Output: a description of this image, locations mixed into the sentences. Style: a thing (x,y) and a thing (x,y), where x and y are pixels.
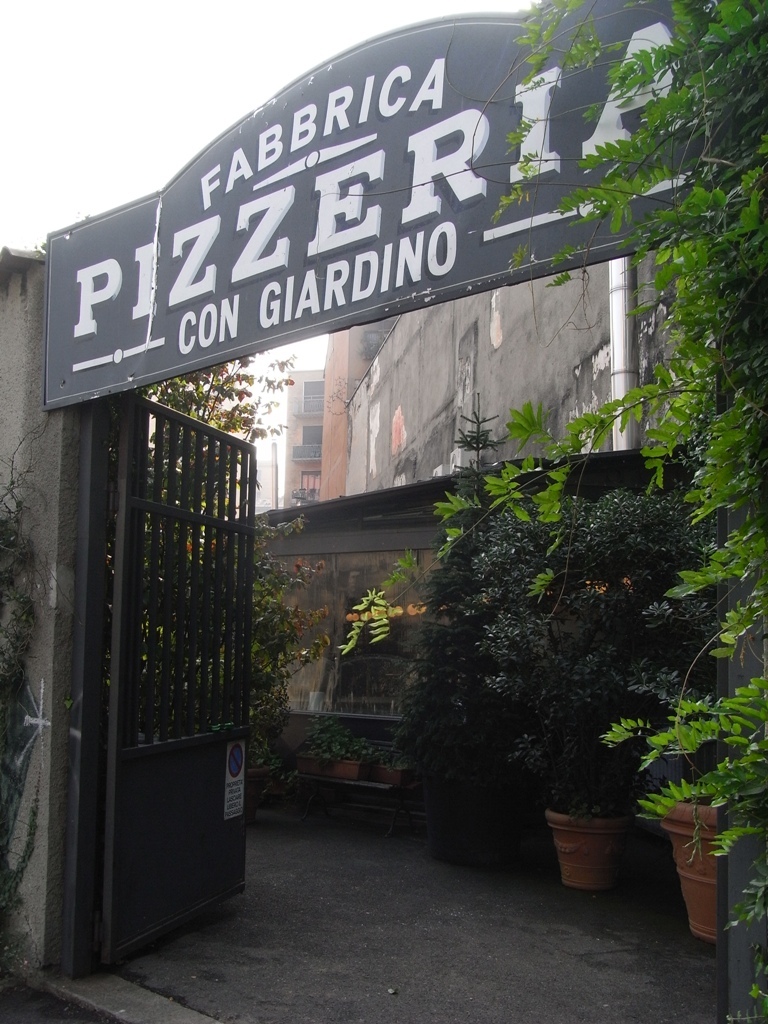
Here we can see a name board (397,156), gate (166,596), buildings (307,395), house plants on the floor (568,905), trees (763,442), windows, wall (40,736) and this is a sky (281,79).
